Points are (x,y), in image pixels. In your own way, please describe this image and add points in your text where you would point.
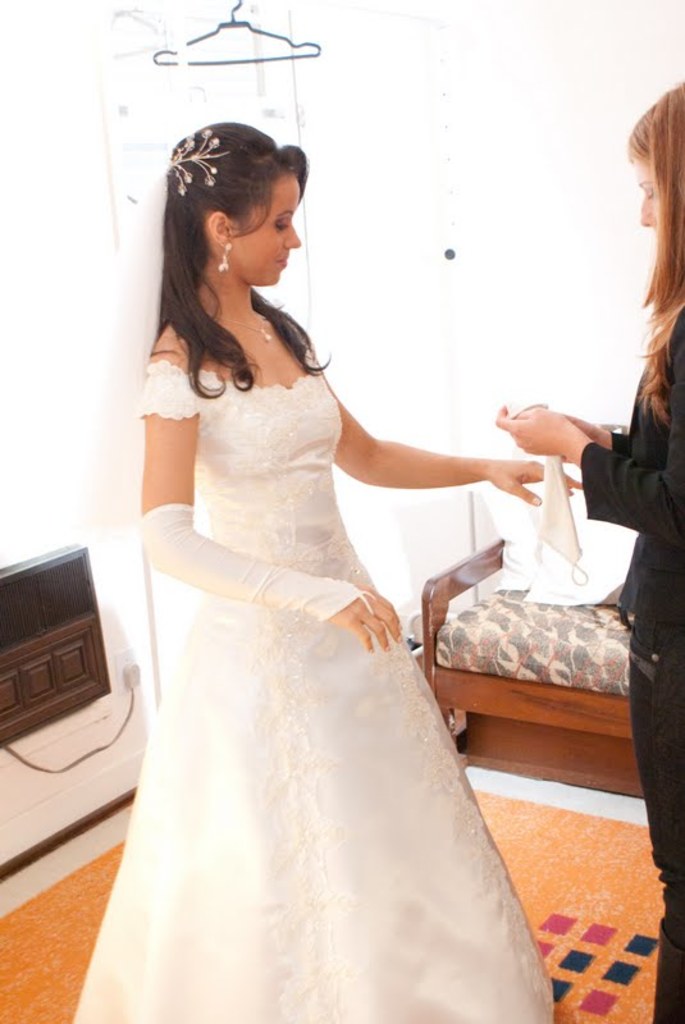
There are two persons (651,651) standing in this image. The woman (194,328) in the center (337,505) is wearing a white colour bridal dress (227,517). In the background (516,635) there is a bench (553,633), floor mat (547,854) on the floor (576,889).
